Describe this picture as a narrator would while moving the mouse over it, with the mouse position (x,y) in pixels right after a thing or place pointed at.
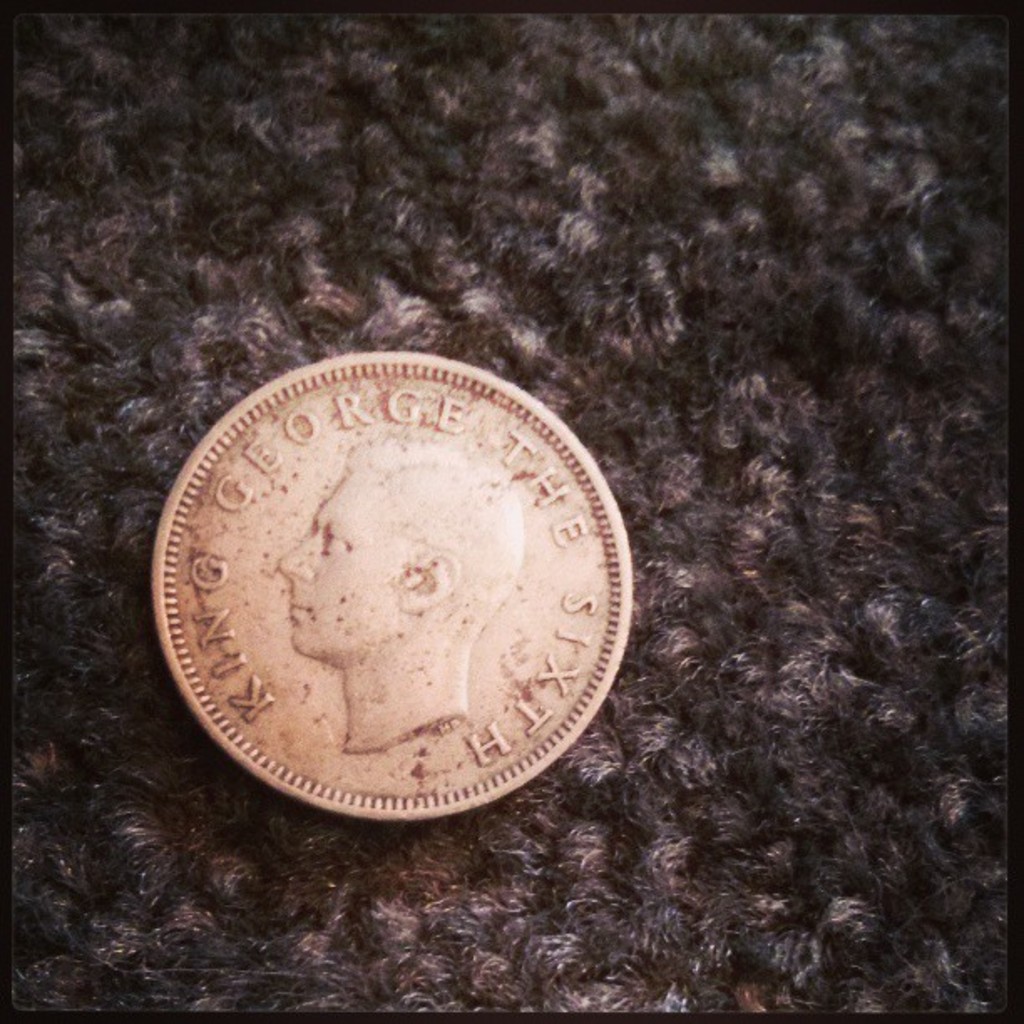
In the image there is a coin (284,529) with the print of a king (398,591) on it.
